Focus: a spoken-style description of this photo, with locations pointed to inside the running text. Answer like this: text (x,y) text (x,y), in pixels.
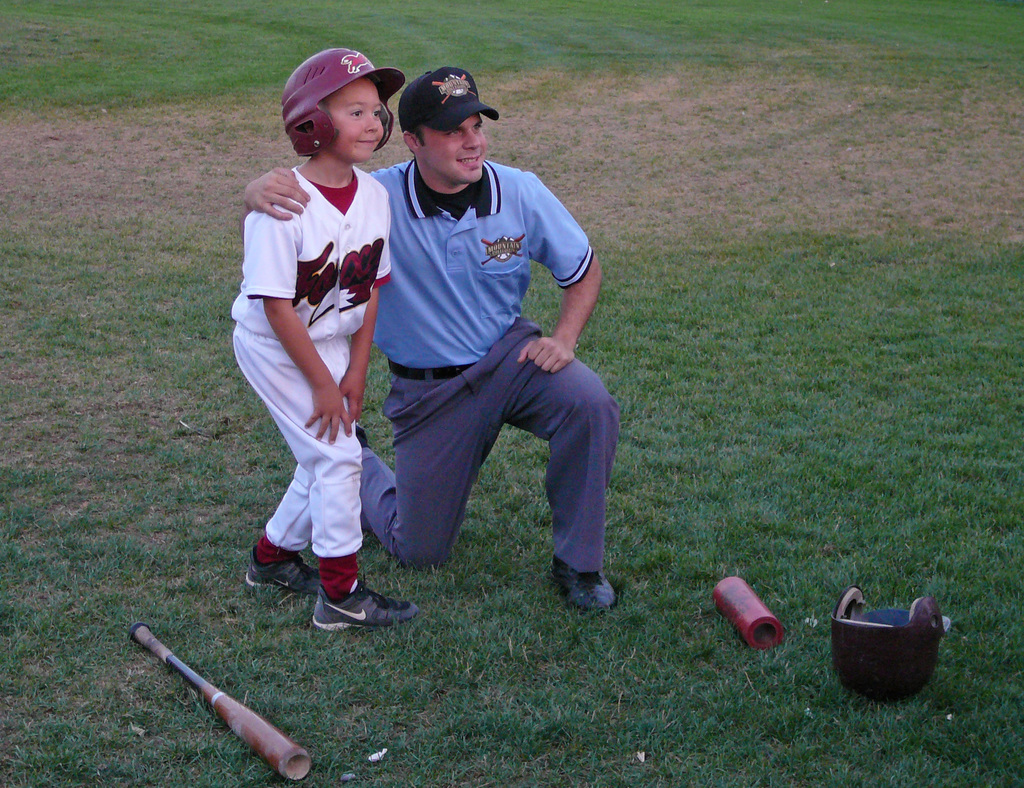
In this picture we can see two people (406,429) smiling, bat (194,673), helmet (864,655) and an object (743,593) on the grass (626,273).
